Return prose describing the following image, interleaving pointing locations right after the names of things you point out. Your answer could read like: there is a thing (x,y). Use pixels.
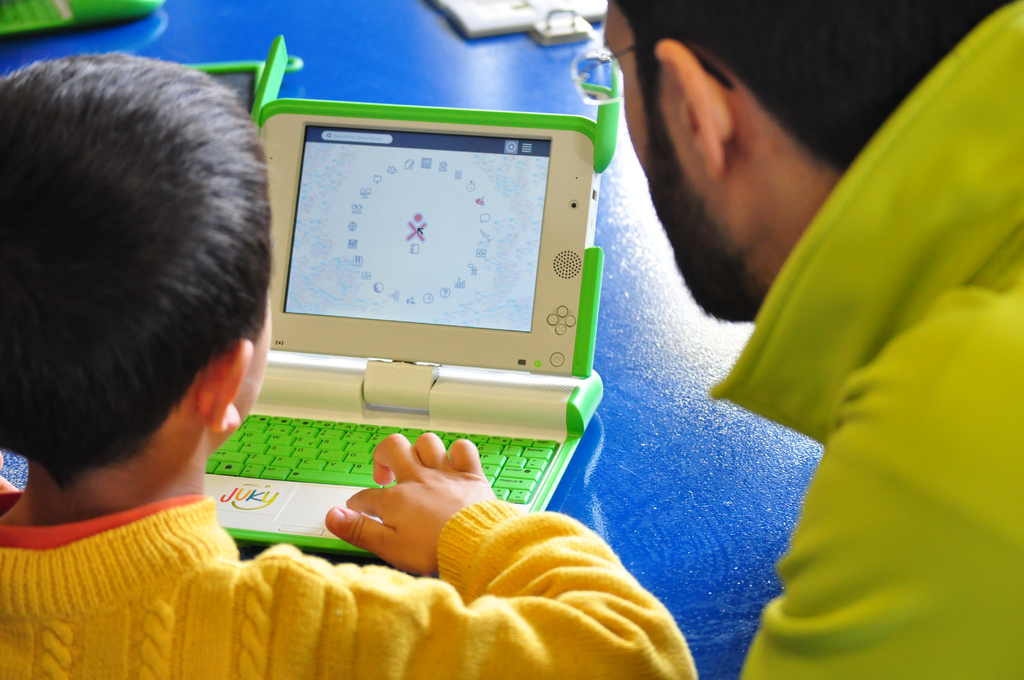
In this image I can see two persons (425,596). In front (313,613) the person (367,596) is wearing yellow color shirt (355,602) and playing with a toy laptop (511,465) and I can see blue color background (197,35).
